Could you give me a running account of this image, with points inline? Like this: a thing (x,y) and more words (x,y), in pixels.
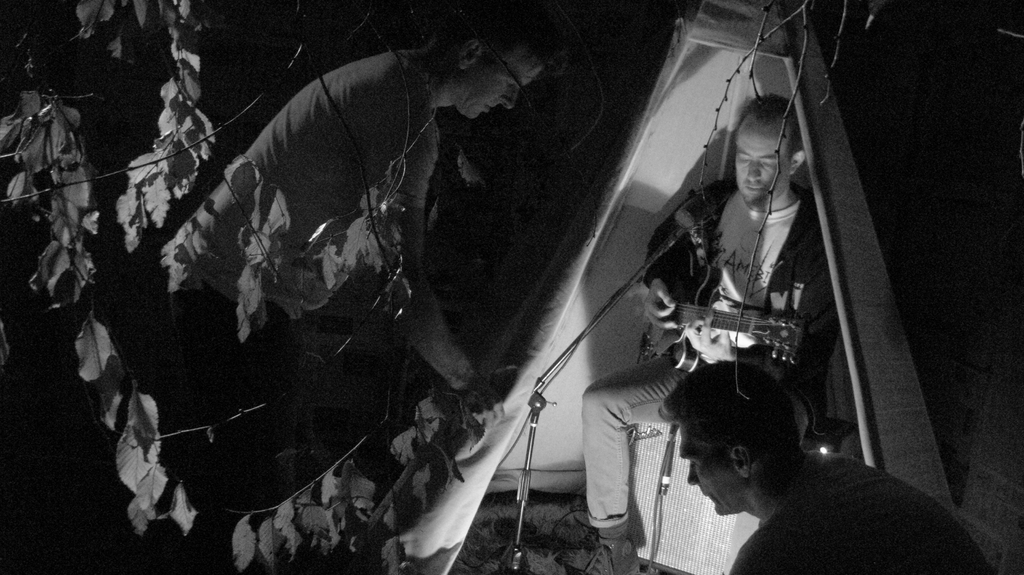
In the image we can see three persons (593,403). And in the center (655,380) we can see man (743,290) holding guitar (693,320), in front of him we can see microphone (632,286) and back there is a tent (819,123).
